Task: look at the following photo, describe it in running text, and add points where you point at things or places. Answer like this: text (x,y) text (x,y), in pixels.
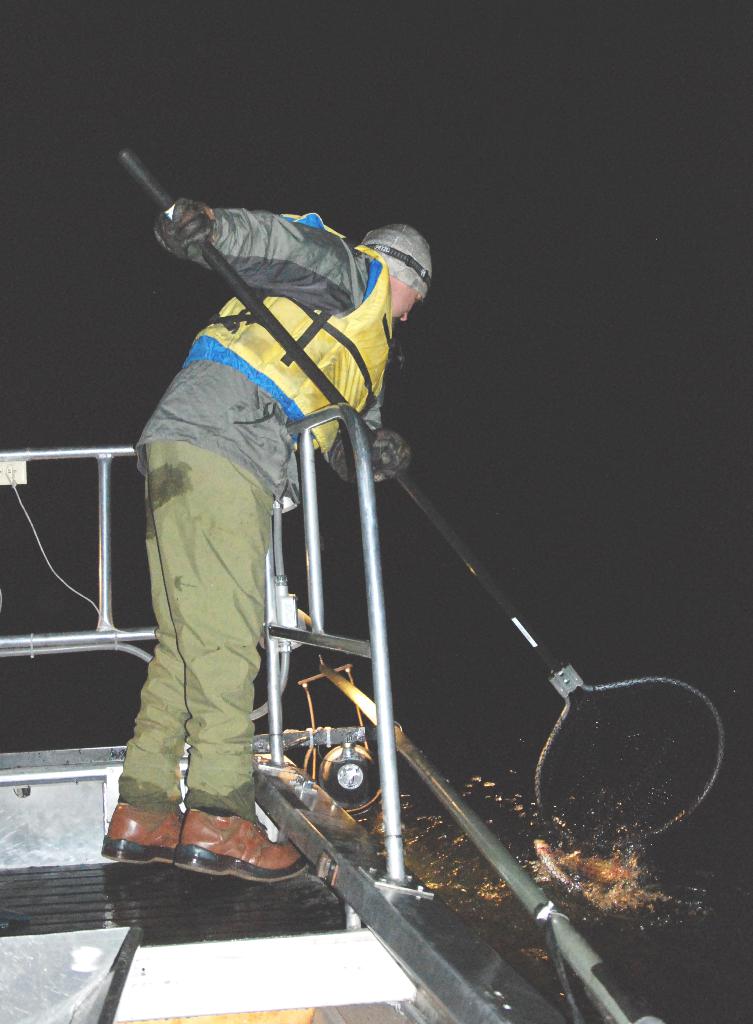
In the middle of the picture (329,369), we see a man (240,310) in black and yellow jacket (291,319) is holding a fishing net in his hands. He might be fishing in the water (438,729). He is standing in the boat (259,888). In the background (527,406), it is black in color. This picture might be clicked in the dark.
